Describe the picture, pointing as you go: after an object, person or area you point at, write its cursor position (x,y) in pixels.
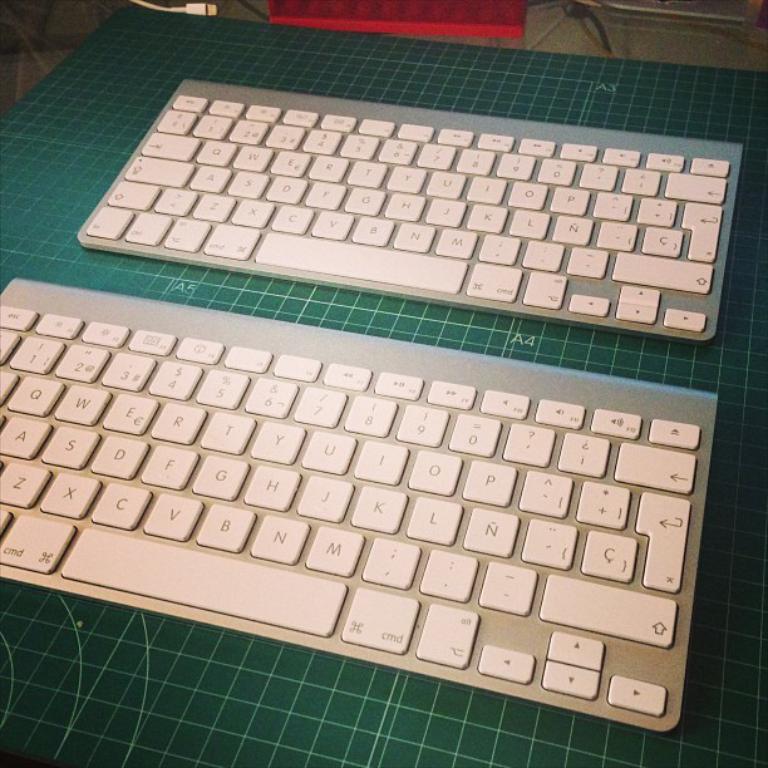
In this picture I can see couple of keyboards (290,268) and I can see wires (581,8) in the back (588,13).
